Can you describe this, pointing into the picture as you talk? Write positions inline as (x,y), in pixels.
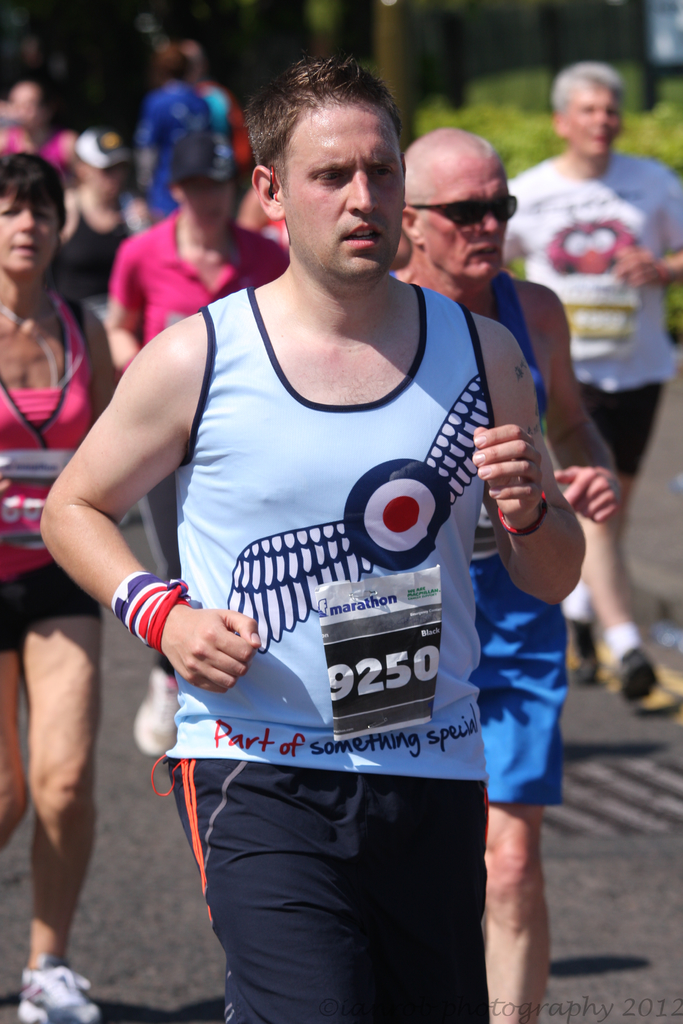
In the foreground of this image (433,578), there is a man (393,769) running on the road (628,963). In the background (498,207), there are persons (136,206) running, greenery (499,116) and the blurred image on the top (402,9).
